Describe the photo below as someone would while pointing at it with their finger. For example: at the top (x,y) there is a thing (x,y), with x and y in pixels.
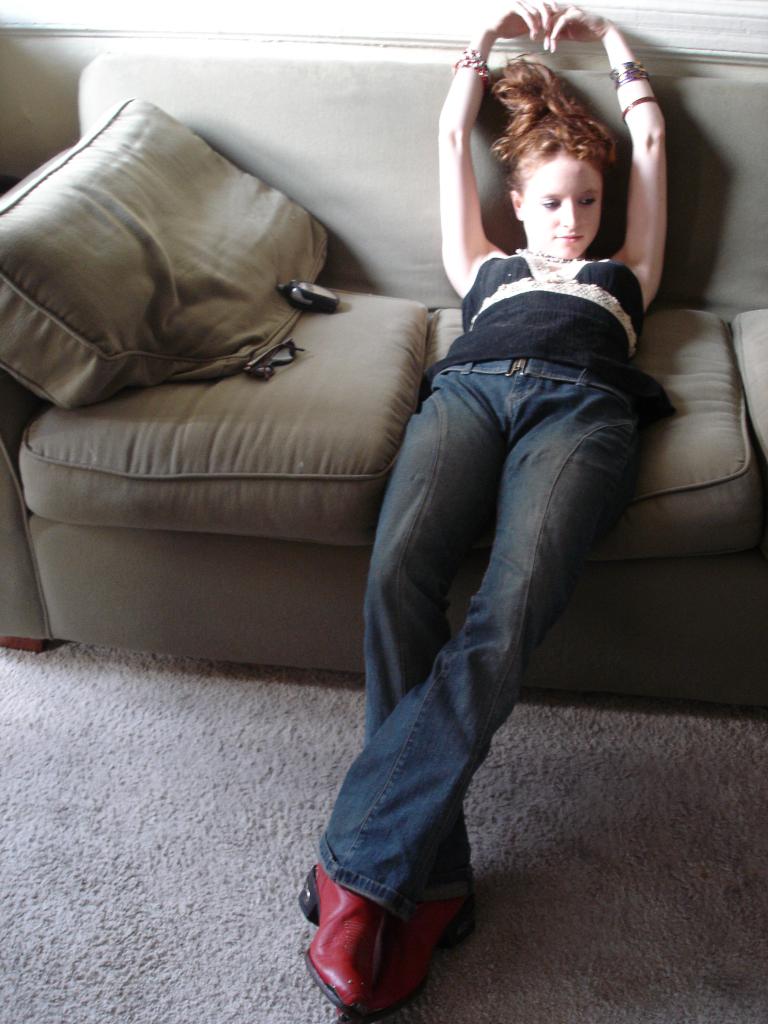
In this image, there is a sofa (203,501) which is in gray color, on that sofa (347,538) there is a girl (497,545) sitting and there are some black color objects (313,294) on the sofa (290,326).
